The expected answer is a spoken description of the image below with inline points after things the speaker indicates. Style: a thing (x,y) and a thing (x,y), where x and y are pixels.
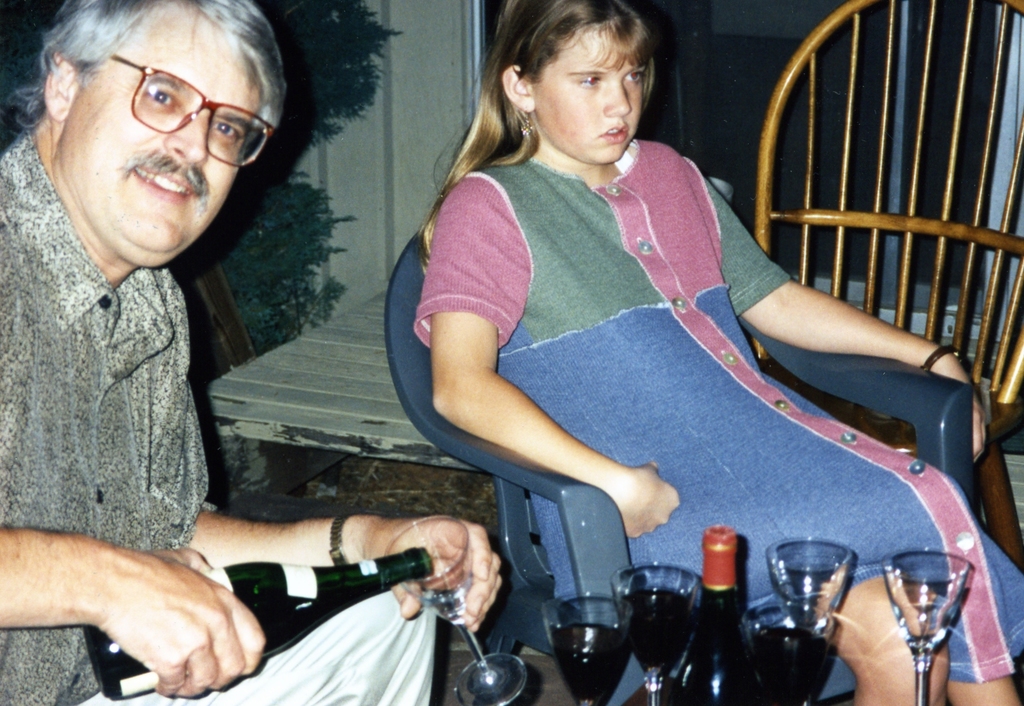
In the picture, there are total two people (654,364) a kid (662,305) and a man (81,516), a man (129,491) is pouring some drink (446,592) into the glass (460,628), beside that there are also few other drinks (774,647) and a bottle (722,639), to the right side (843,185) there is another chair (1000,255), in the background (312,179) there is a wall (344,166) and beside that there is a tree (304,266), to the right side (715,44) there is a window (744,110).
